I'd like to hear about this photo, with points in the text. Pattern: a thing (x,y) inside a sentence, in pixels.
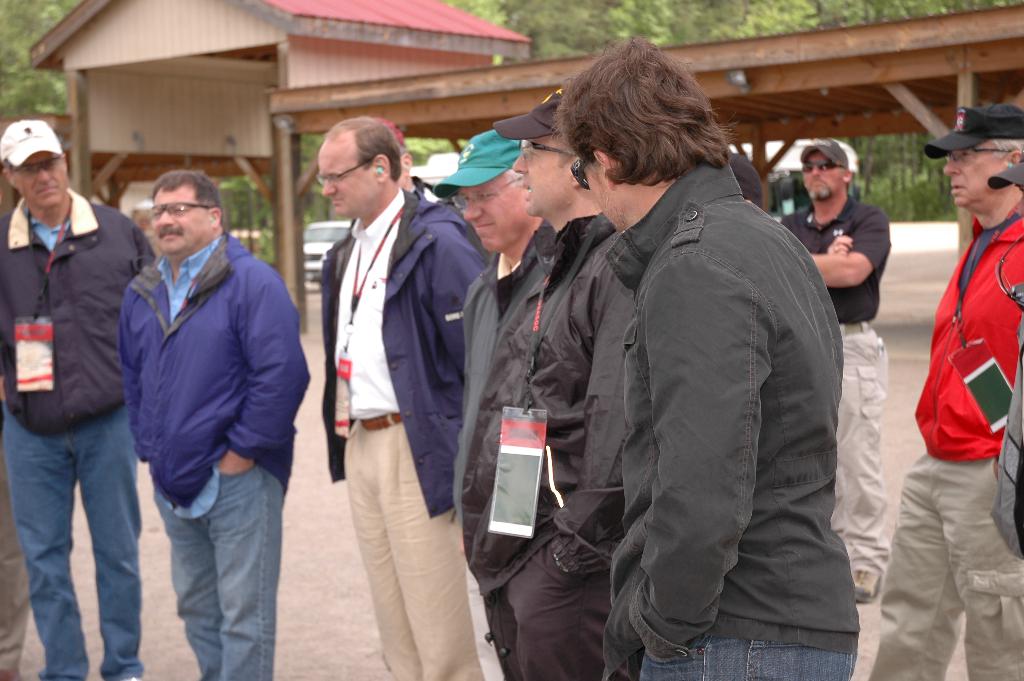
This picture describes about group of people (649,386), they are standing and few people (54,316) wore badges (345,364), in the background (376,59) we can see a shed (288,235), car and trees (685,26).
